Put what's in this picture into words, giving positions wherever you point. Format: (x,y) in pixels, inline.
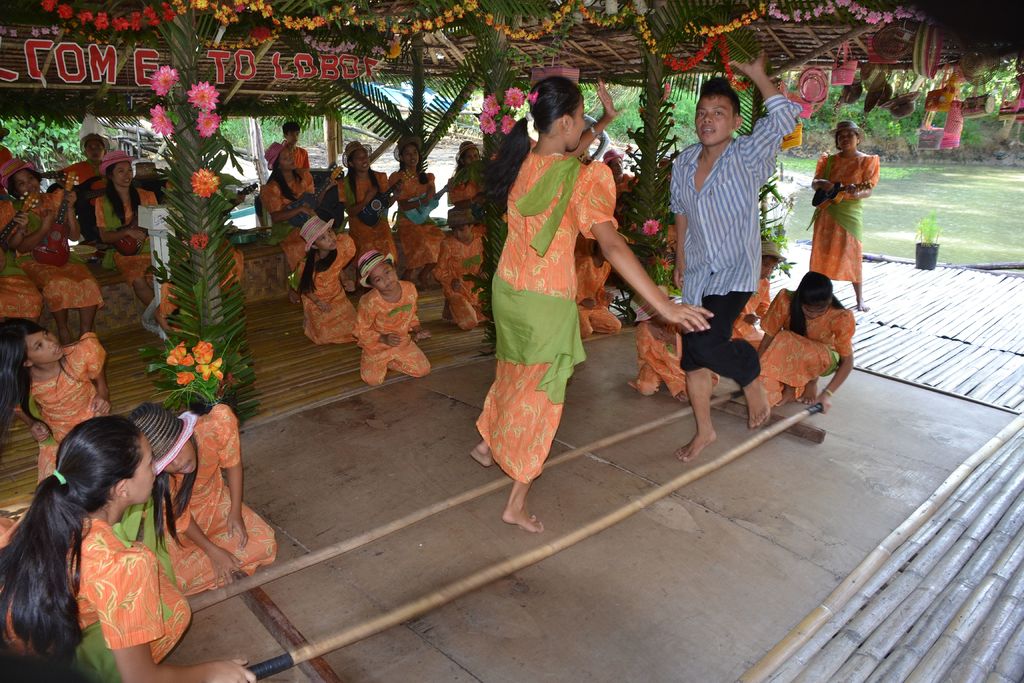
In this picture there is a woman (546,268) who is wearing orange dress (591,182). Beside her there is a boy (751,60) who is wearing shirt (723,189) and trouser (719,363). Both of them are dancing. Besides them there are two girls (789,386) who are holding two bamboo sticks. On the left (2,272) I can see many girls (329,321) wearing the same dress (279,205) and they are sitting under the shed (544,13). In the background (42,139) I can see many trees (891,125), plants (906,119) and grass (797,160). In the bottom right corner (966,561) I can see many bamboos (966,538).
